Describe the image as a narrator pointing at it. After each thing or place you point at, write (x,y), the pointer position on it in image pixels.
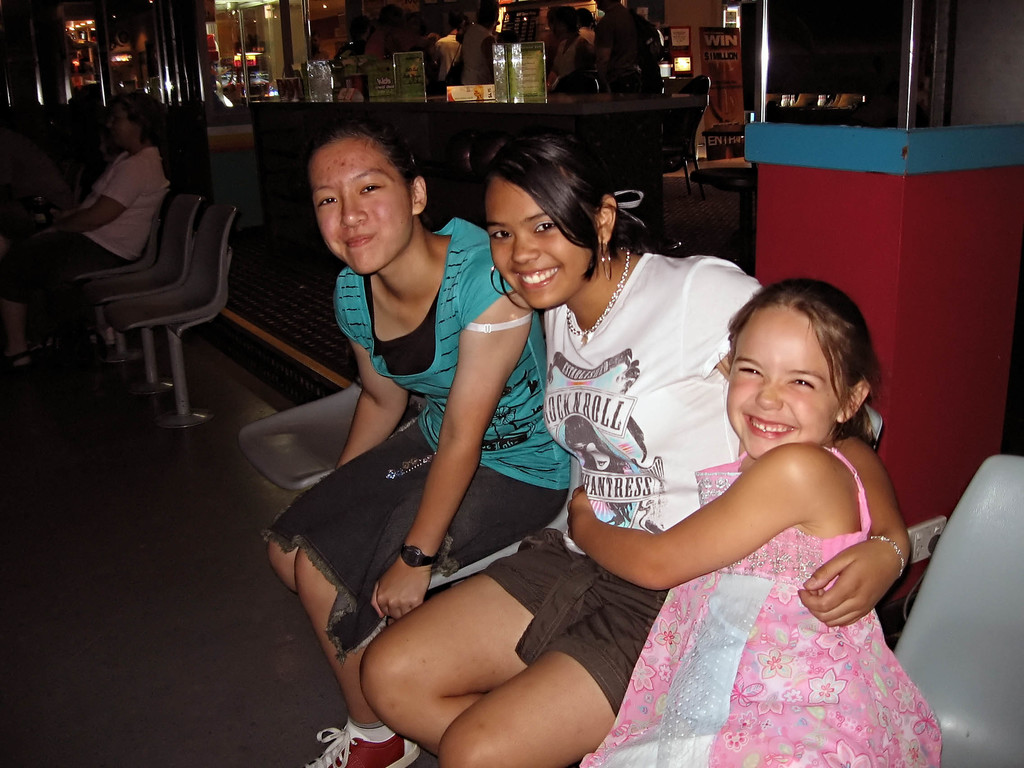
This image looks like it is clicked in a restaurant (233,464). There are many people (139,245) in this image. In the front (449,254), there are two women (657,353) and a child (773,573). The child (774,669) is wearing pink dress (744,681). In the middle (619,375) the woman (619,434) is wearing white t-shirt (638,383). In the background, there is a counter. To the right (910,252), there is a red wall (907,298).
